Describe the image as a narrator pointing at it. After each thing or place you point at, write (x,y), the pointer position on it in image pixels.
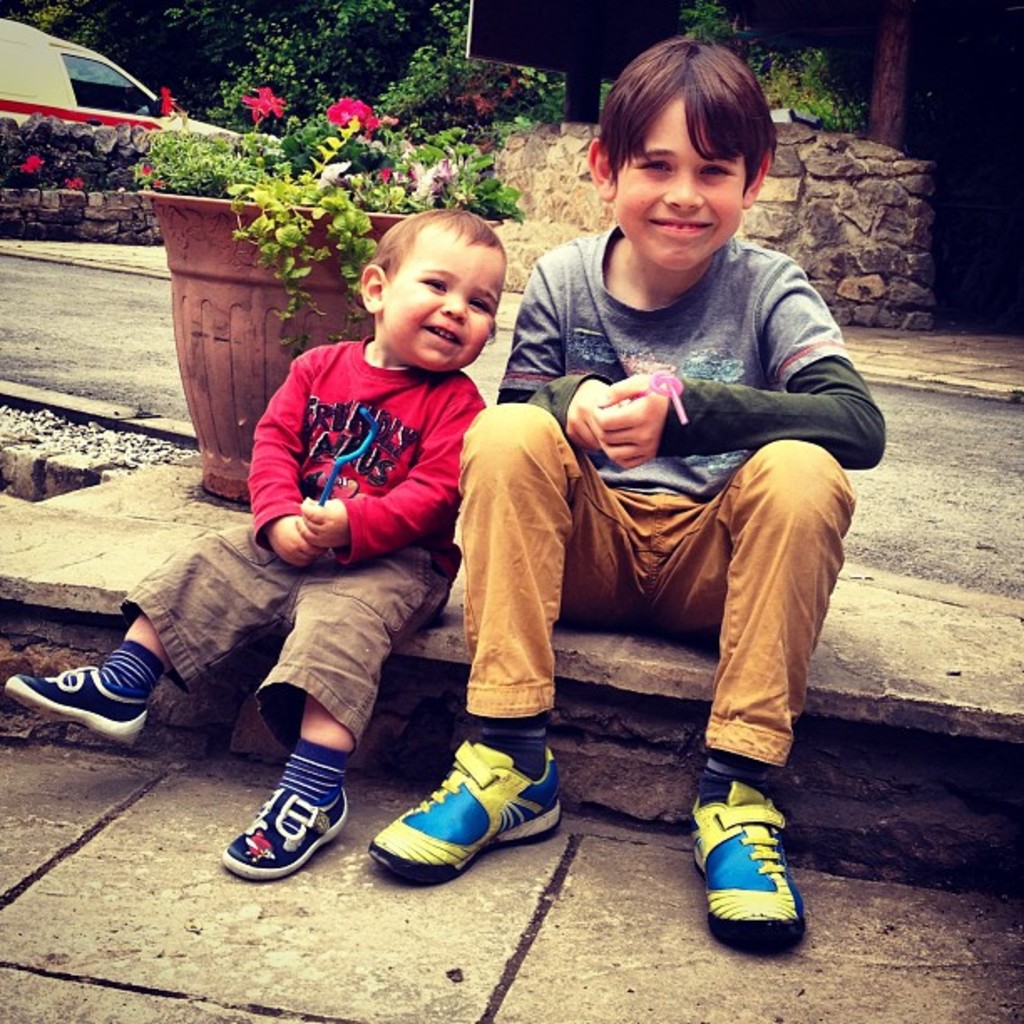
In this image I can see two kids (562,453) are sitting and smiling. In the background (118,115) I can see a vehicle (41,58), flower pot (325,274), trees (470,74) and other objects (481,49).
